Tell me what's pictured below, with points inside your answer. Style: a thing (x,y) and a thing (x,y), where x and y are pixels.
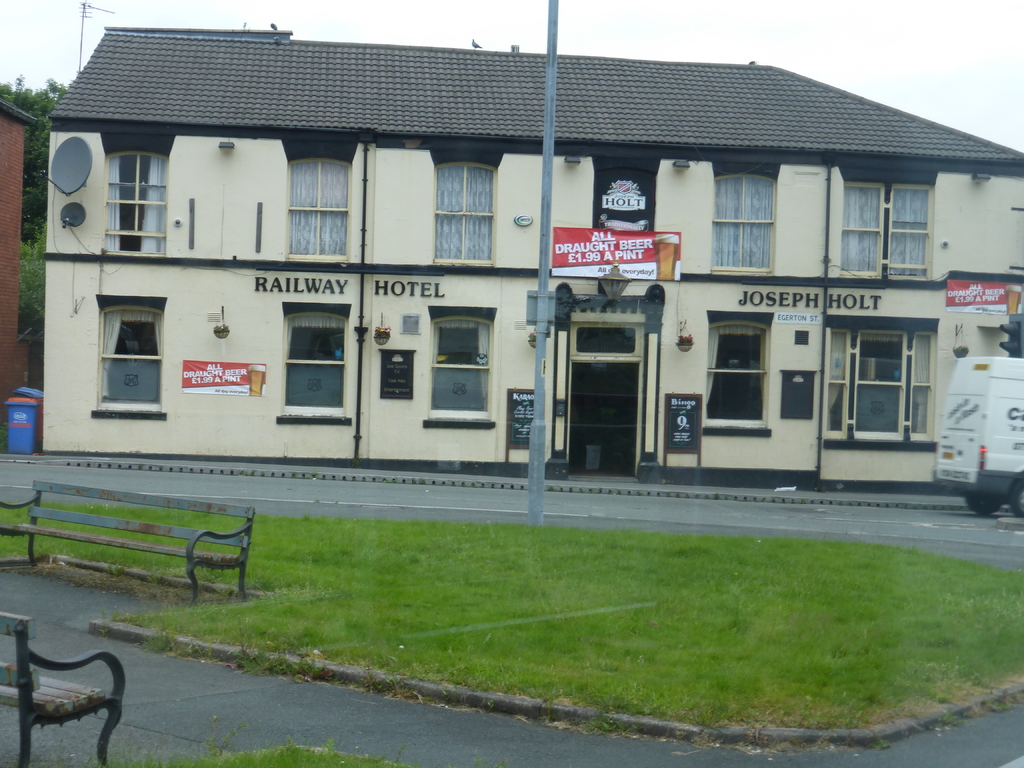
In this image we can see a building (670,219), name boards (647,229), pole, bin (27,446), vehicle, traffic lights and other objects (751,189). In the background of the image (39,217) there are trees (40,330). At the top of the image (44,18) there is the sky (57,4). At the bottom of the image (599,633) there is the grass (613,620) and road (308,712). On the left side of the image (207,531) there are chairs (83,497) and road (113,607).
